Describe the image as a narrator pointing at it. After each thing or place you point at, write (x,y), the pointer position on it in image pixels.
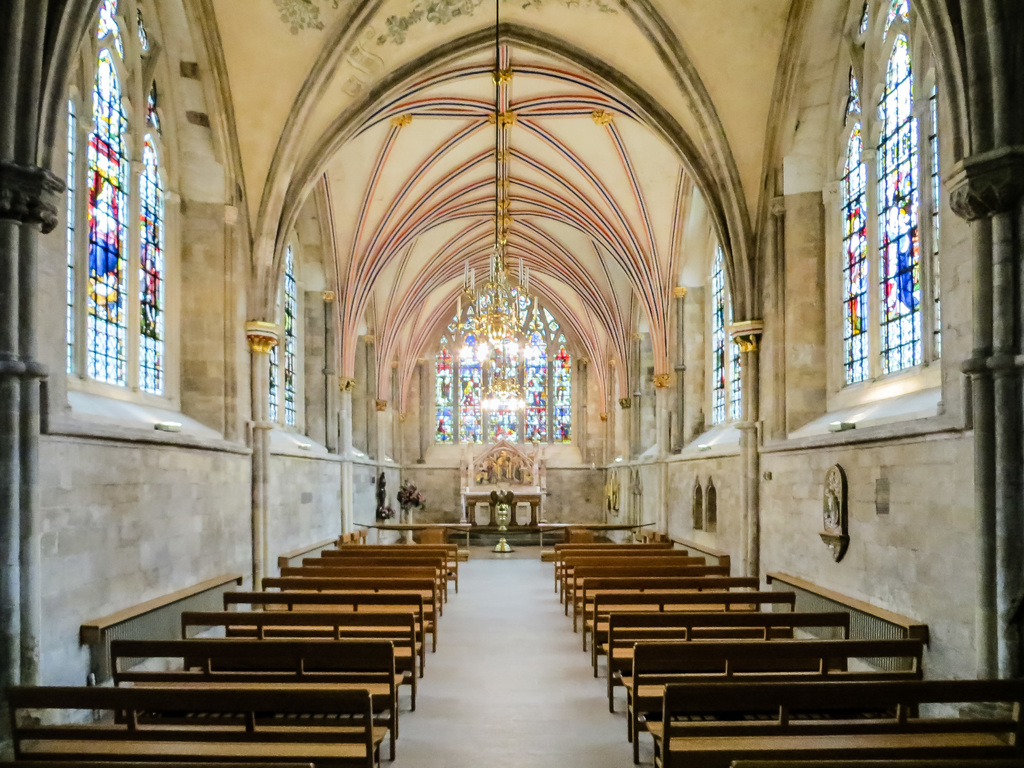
The picture is taken inside a church (363,508). In the foreground of the picture (261,626) there are benches (377,599) and pillars (992,212). On the right (721,335) there are windows (855,259). On the left (110,313) there are windows (143,340). At the top (445,95) it is roof (577,235). In the center of the background (475,331) there are table (478,514), chandelier (501,304), window (485,423) and other objects (501,482).
